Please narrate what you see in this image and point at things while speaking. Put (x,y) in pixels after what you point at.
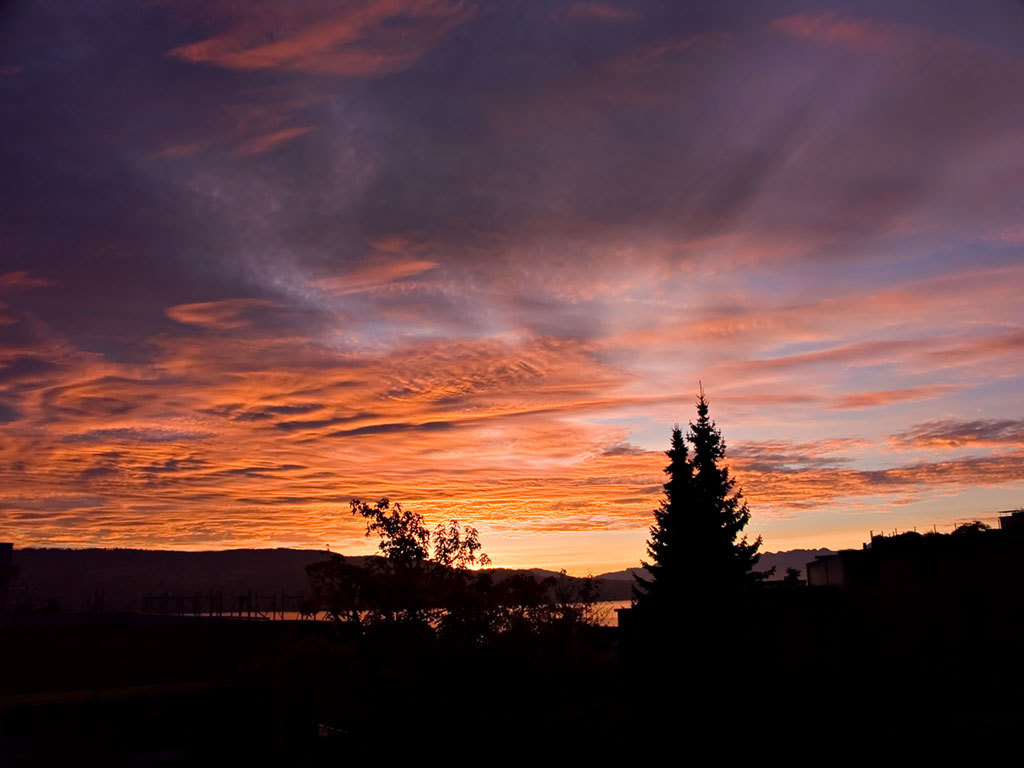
In this picture, it looks like a house (909,536) and on the left side of the house (918,563) there are trees (431,648) and in front of the house (869,577) there are hills (567,594) and the sky (534,261).
